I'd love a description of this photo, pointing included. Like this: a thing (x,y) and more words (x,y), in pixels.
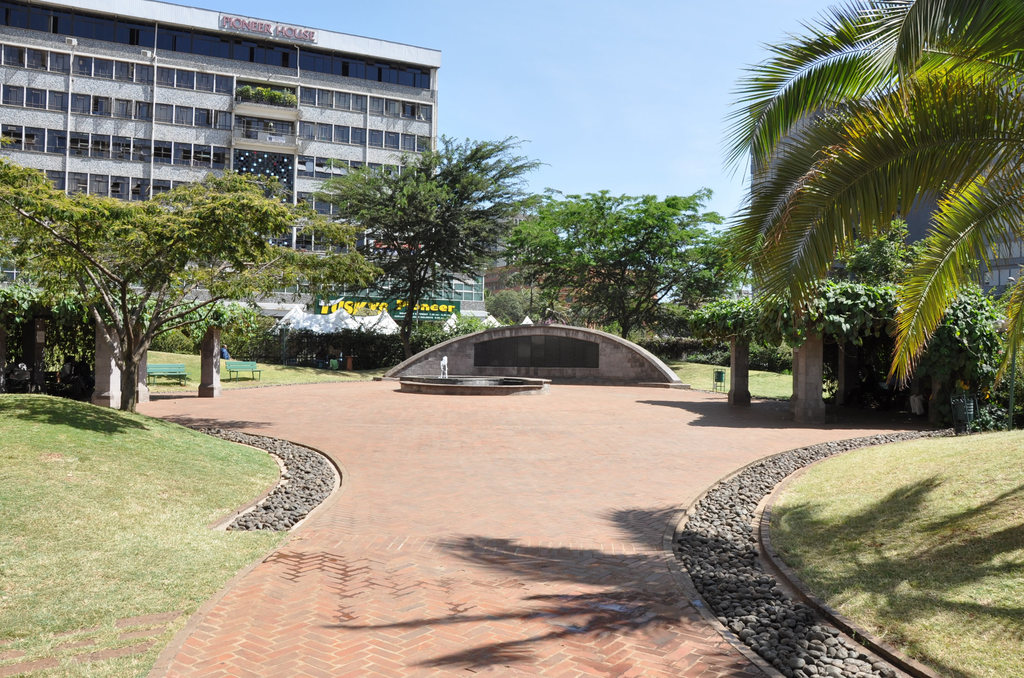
In this image we can see some trees (972,392) and grass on the ground (504,438) and there is a fountain (484,378) in the middle (484,378). There are two benches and we can see the buildings (391,42) in the background (404,137) and at the top (459,135) we can see the sky (660,92).
